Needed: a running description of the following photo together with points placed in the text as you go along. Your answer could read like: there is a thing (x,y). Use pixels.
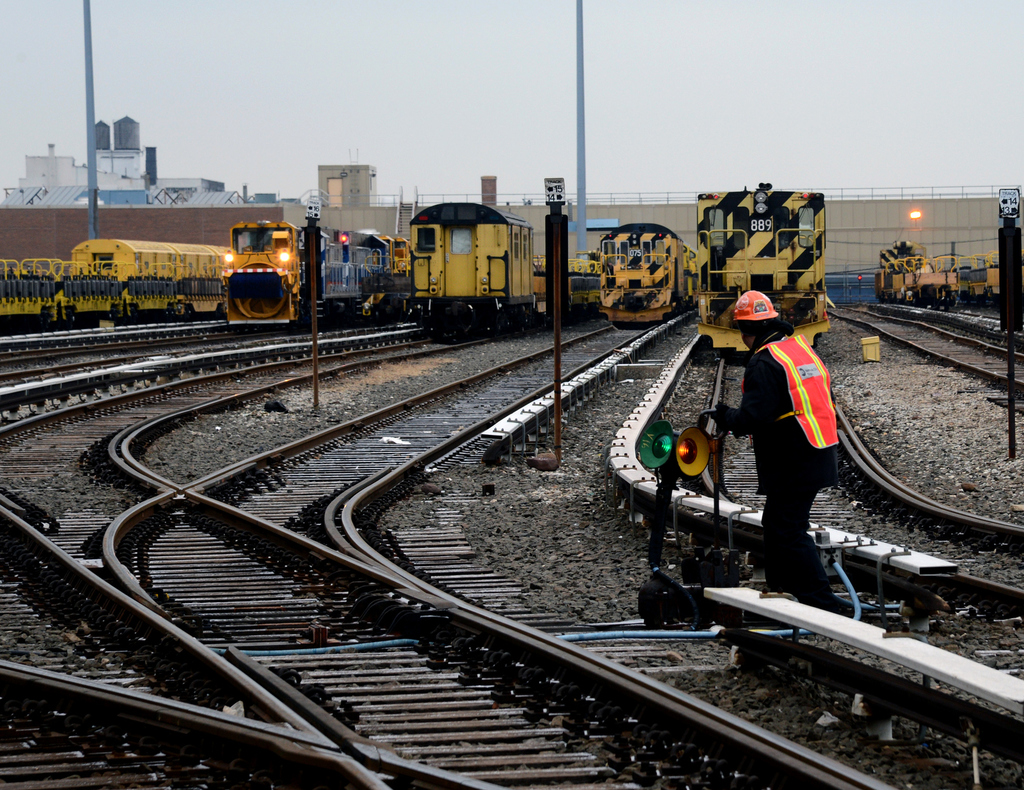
In this picture there is a person (811,599) and we can see object (697,573), trains (730,347), tracks (52,591) and poles (1006,305). In the background of the image (857,226) we can see buildings (243,221), wall (842,221), fence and sky (270,176).
